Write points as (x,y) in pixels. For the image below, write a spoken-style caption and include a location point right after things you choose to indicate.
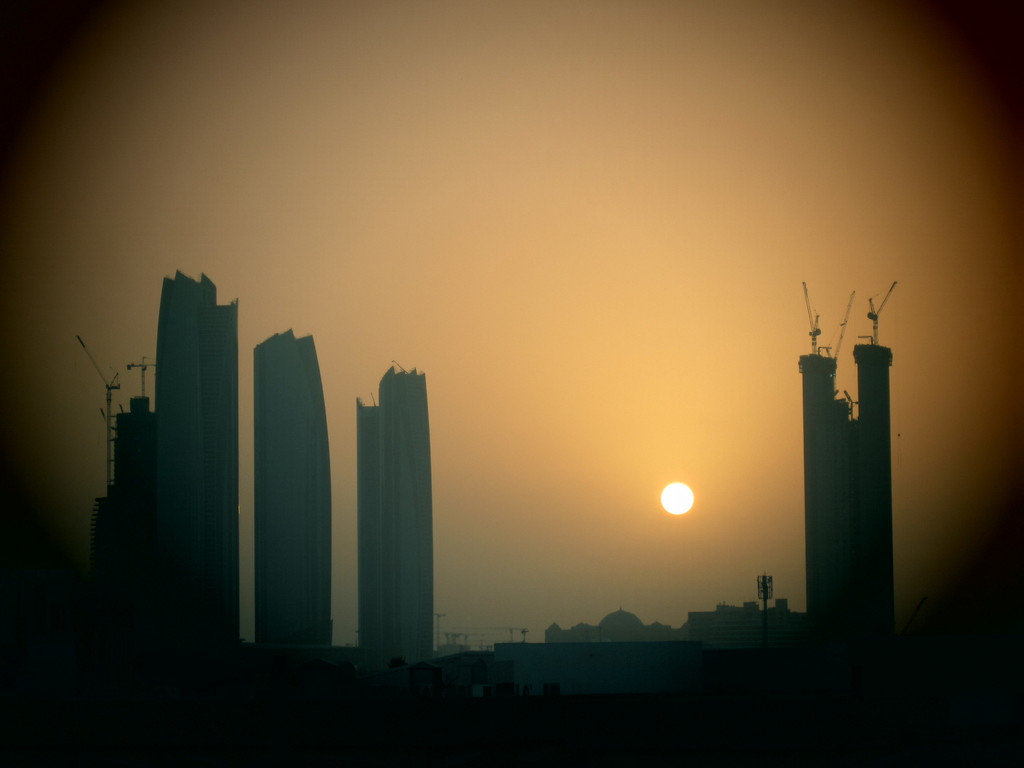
In this image, on the right side (836,587), we can see a pillar (836,587). On the left side (213,563), we can see three pillars (229,562), towers (126,471). In the background (663,631), we can also see some buildings (692,616). In the background (731,434), we can see a sun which is in the sky (727,534), at the bottom (448,683), we can also see black color.
